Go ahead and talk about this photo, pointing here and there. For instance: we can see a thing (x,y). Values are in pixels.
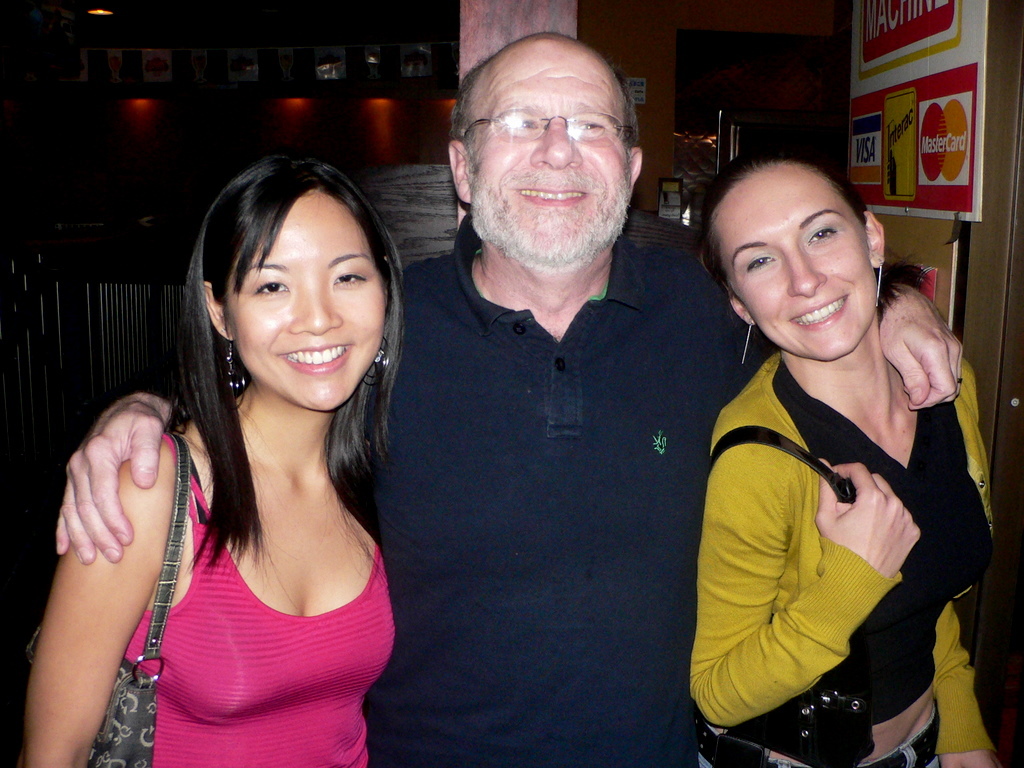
In this picture we can see a man (604,302) and two women (762,421), they are all smiling, and he wore spectacles (511,126).
